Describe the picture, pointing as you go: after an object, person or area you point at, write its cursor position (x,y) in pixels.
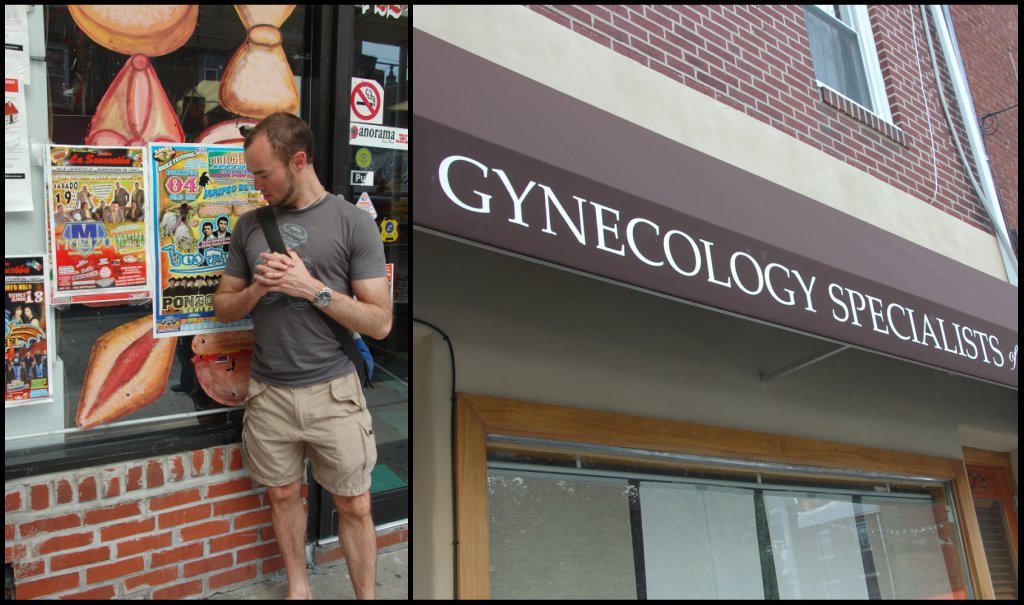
In this picture there is a man (316,264) wearing grey color t-shirt (312,357) and brown shorts (336,444) standing and looking down near the poster (158,211) which is stick on the glass (54,401). On the right (687,216) there is a clinic (428,263) on which "Gynecology specialists" is written. Above we can see the red color brick wall (799,114) with window (813,31).
